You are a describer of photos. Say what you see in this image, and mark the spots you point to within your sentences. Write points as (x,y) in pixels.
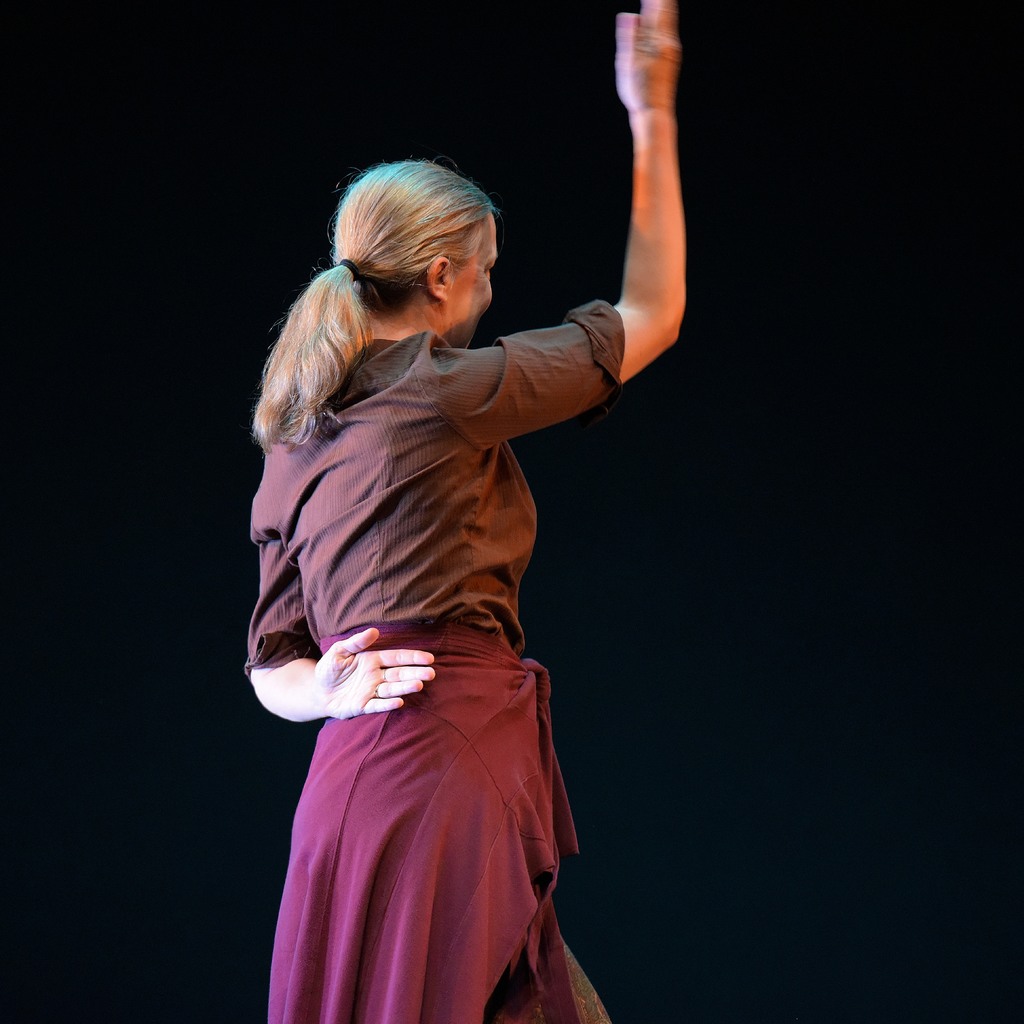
In this picture we can see a woman (363,303). Background (23,891) is black in color.
